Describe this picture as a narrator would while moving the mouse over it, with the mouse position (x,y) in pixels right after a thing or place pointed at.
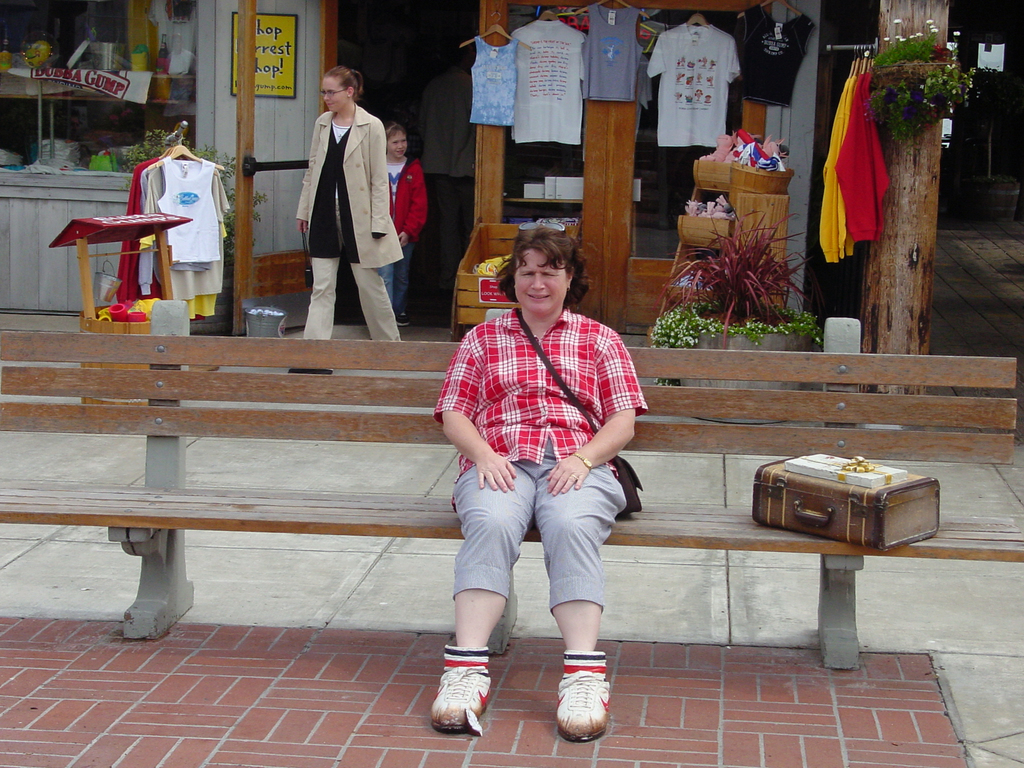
In this image we can see a woman (628,413) and a wooden box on a bench (690,546). On the backside (622,267) we can see some people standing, some containers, some dresses (127,299) to the hangers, a building (616,236), some plants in a pot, a pole (897,233) and a board (273,85) on a wall (225,86) with some text (272,73) on it.
